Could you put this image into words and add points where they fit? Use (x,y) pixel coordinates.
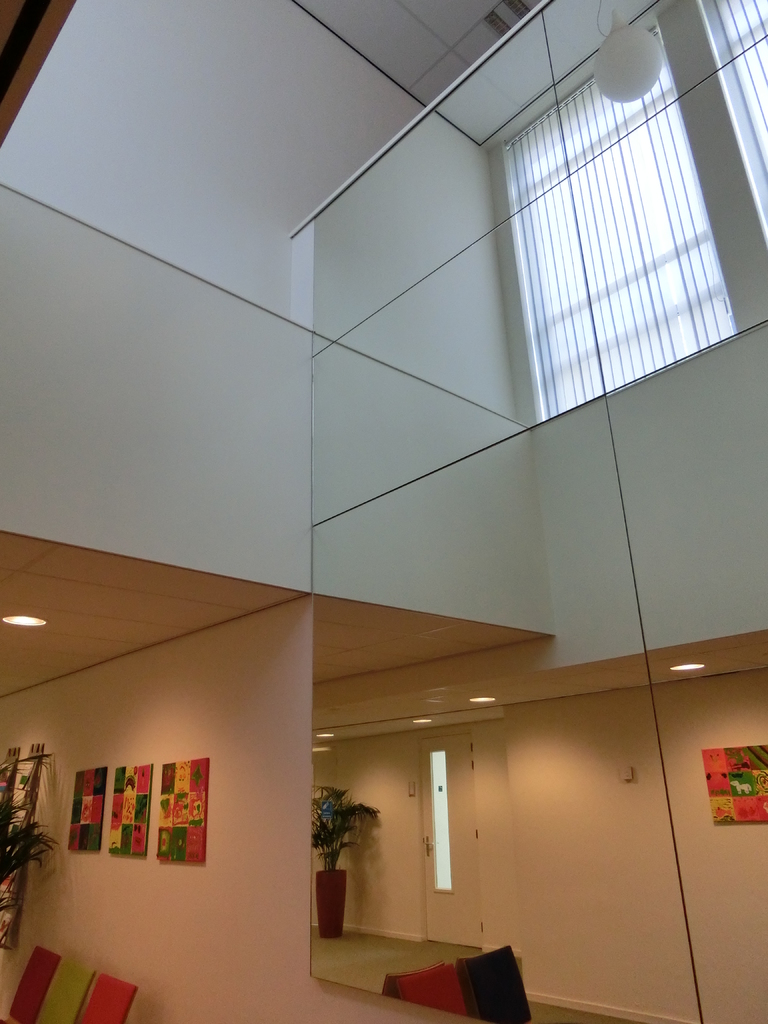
In this image we can see a building (272,220) with a window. We can also see some chairs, a plant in a pot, some frames (136,809) on the walls (221,854), a door (460,747) and some ceiling lights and a lamp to a roof (408,688).
